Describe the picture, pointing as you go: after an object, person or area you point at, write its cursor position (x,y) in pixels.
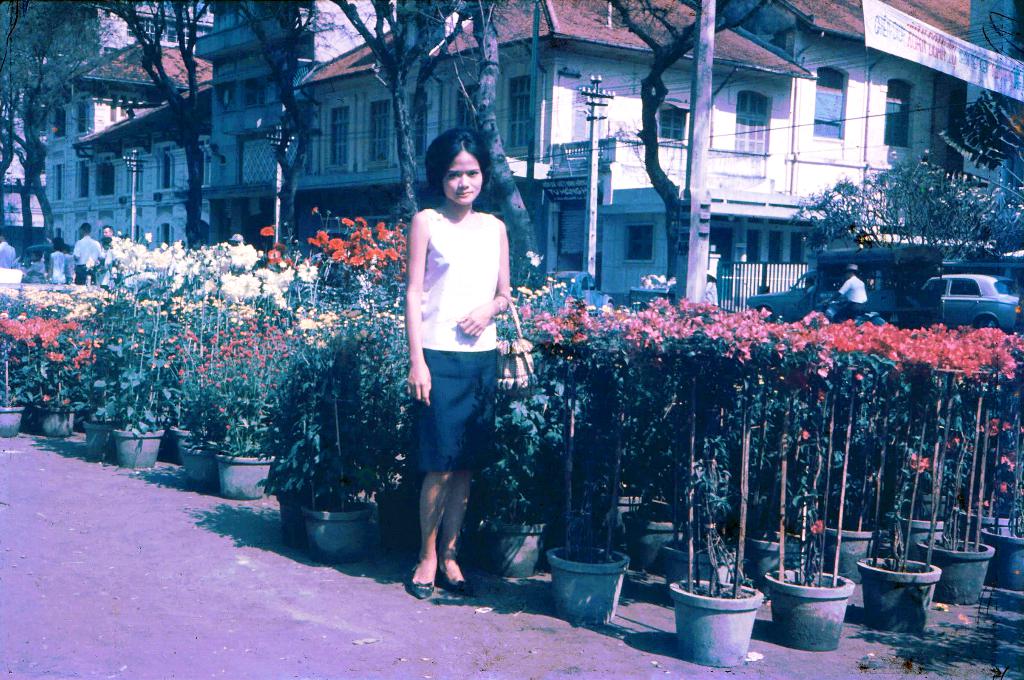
In this picture we can see a woman (410,358) is standing. Behind the woman (452,329) there are plants (189,248) in the pots (853,562). On the right side of the plants (406,248) there are vehicles (837,267) and electric poles (701,187) with cables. Behind the plants (57,301) there is a group of people (72,256). On the right side of the people (57,258) there are trees (291,122), buildings (732,92), boards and a banner (942,66).
